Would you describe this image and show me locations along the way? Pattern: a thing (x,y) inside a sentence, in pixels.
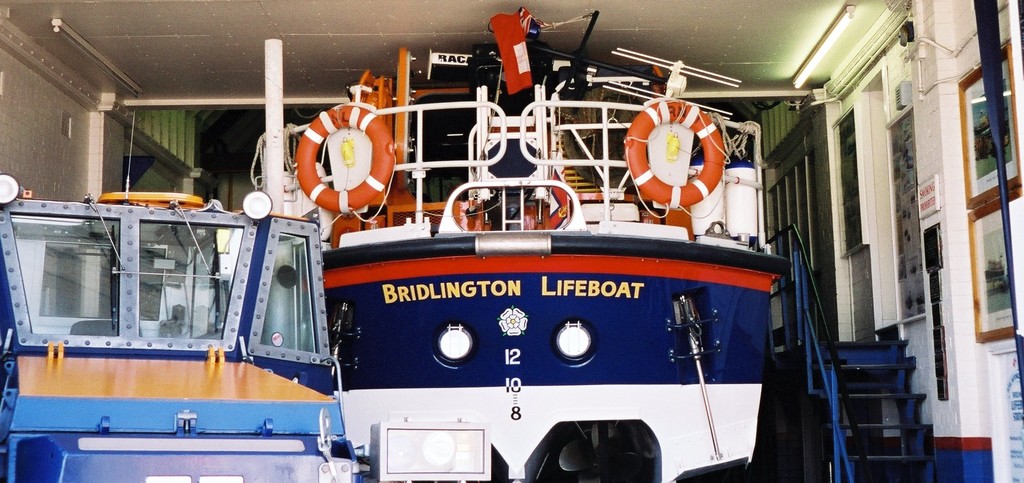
It is a boat (515,263), which is in blue and white color. On the right side (885,382) there is a staircase (871,370).
